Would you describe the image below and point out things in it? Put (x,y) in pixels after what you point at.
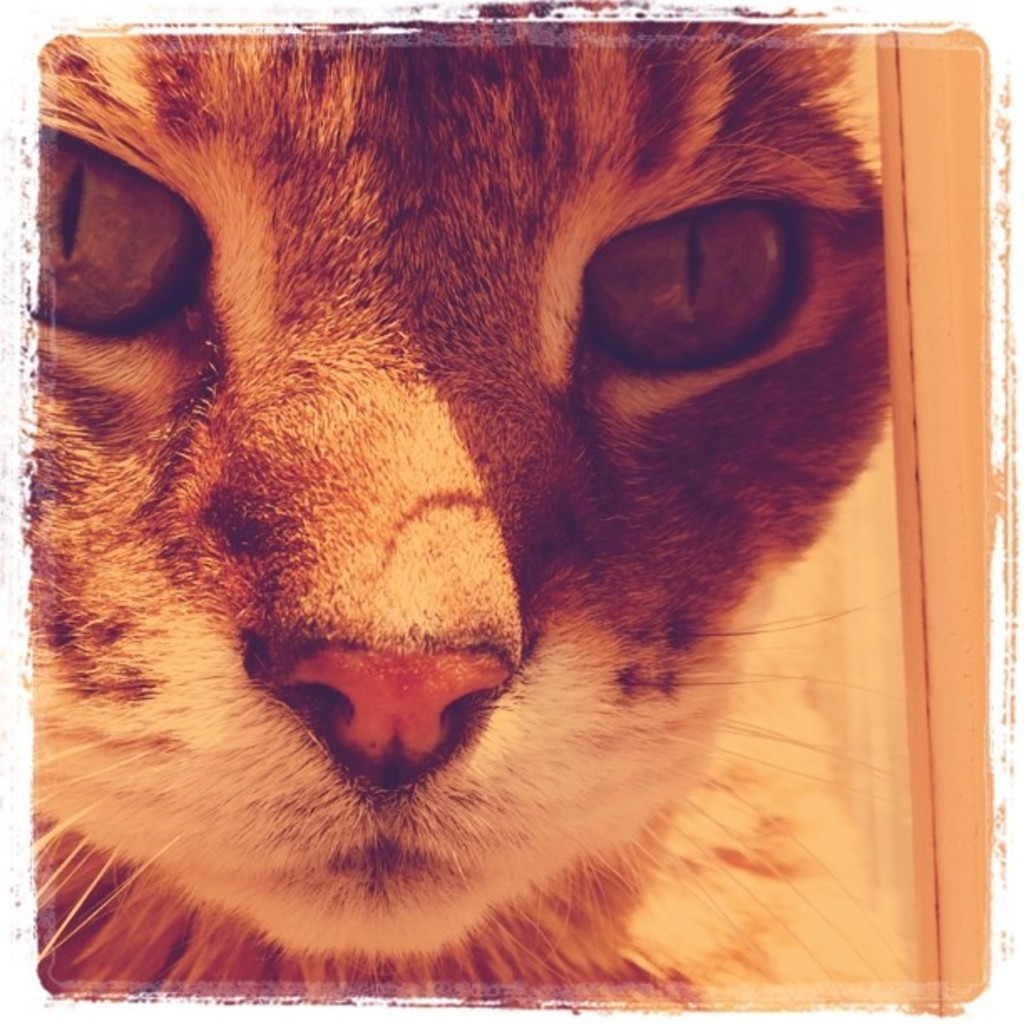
This image consists of a cat (594,685).
